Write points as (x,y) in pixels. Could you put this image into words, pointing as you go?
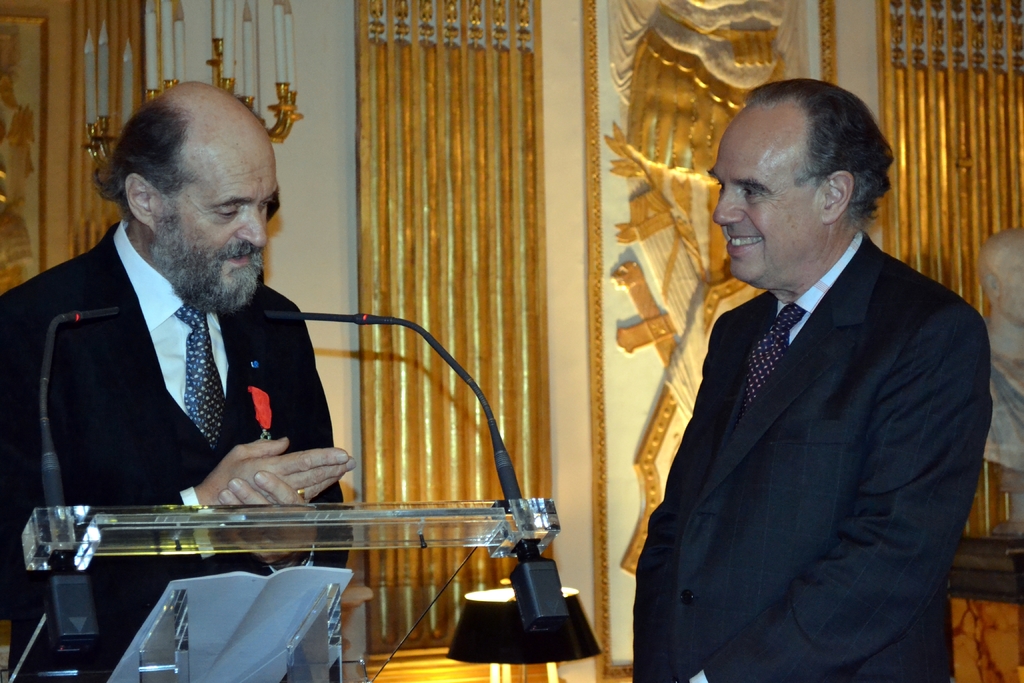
In this image in the front (389,528) there is a podium (369,574) and on the top of the podium (389,530) there are mics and there are persons (207,376) standing and in the background (573,164) there is a wall (618,208) and on the wall (630,207) there are designs (392,158) and in front of the wall (201,35) there is a statue (998,302) and there is a candle stand (216,70) and the man (843,433) standing on the right side (798,435) is smiling.
